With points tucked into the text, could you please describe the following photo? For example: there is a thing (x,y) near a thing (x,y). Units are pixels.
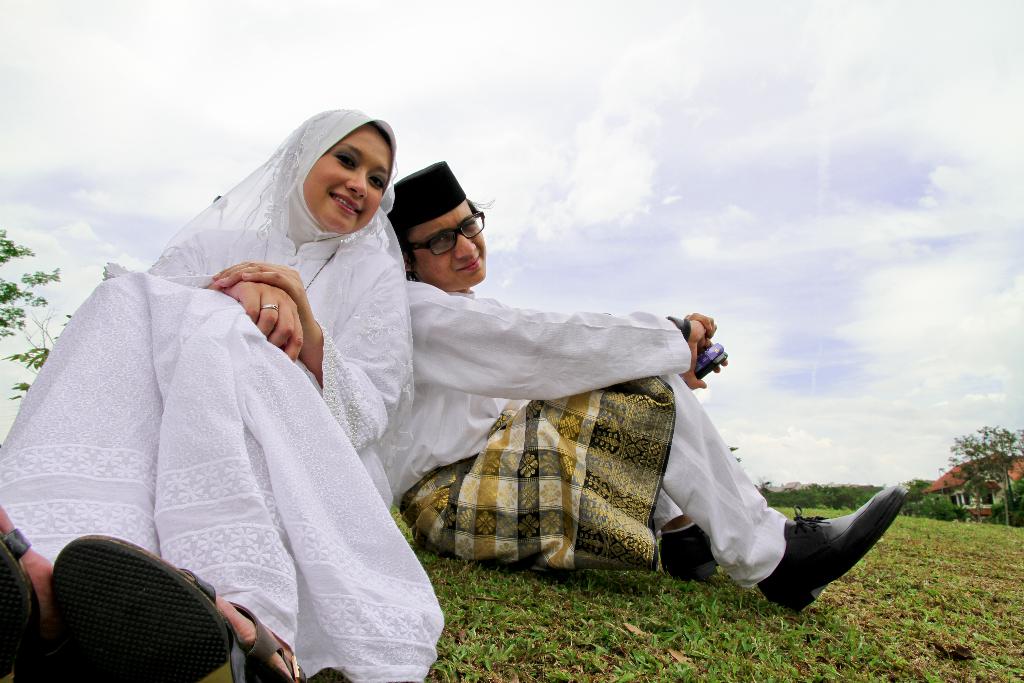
In this image there are two persons (416,415) smiling and sitting on the grass (566,599), and in the background (991,477) there is a house (991,477), trees (987,450), sky (912,270).
